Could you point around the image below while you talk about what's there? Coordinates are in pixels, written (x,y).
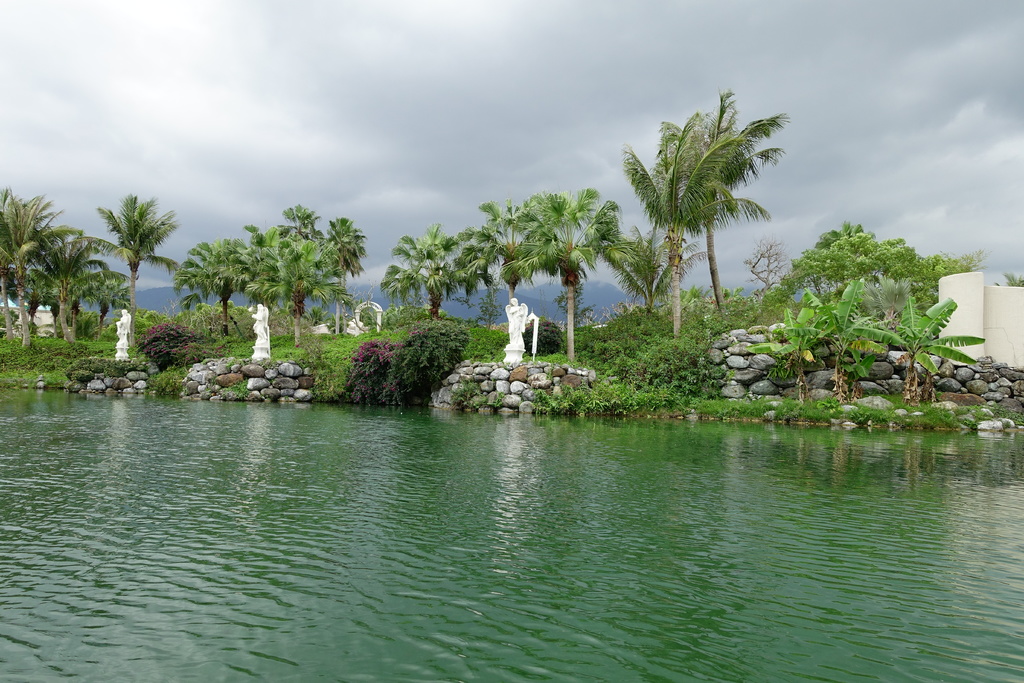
In the image there are many trees (182,287) and plants (419,310) in the background (796,339) with a stone fence (215,371) in the front (218,364) and statues (521,335) behind it, in the front (276,468) its a pond (208,541) and above sky (246,77) with clouds (498,108).
